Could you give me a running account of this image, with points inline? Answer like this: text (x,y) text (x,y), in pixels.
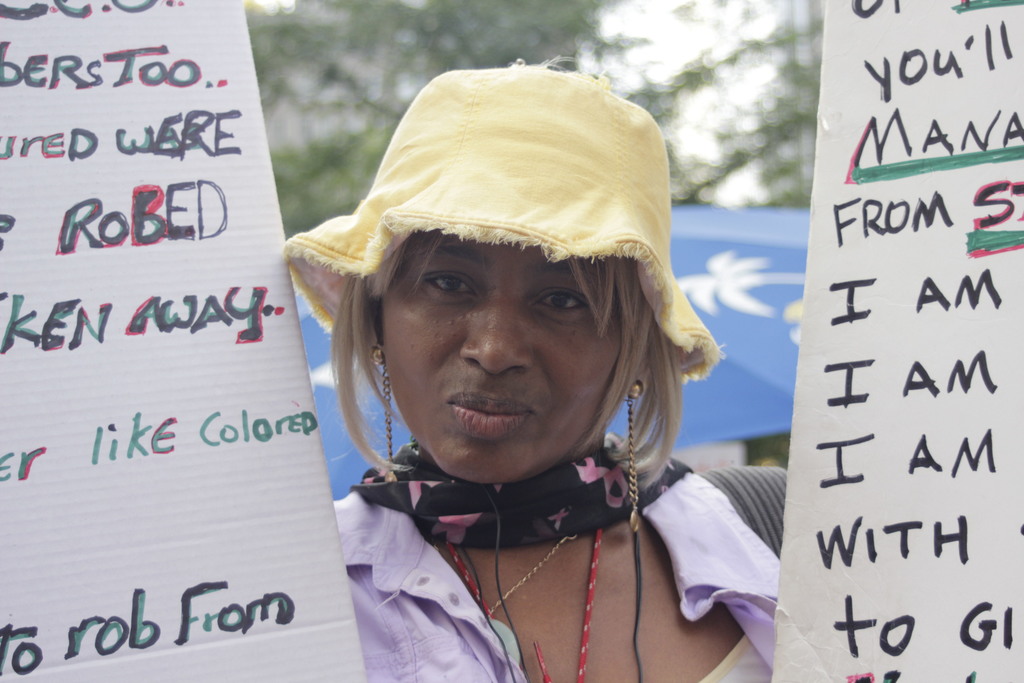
The woman (597,366) in front of the picture wearing a violet shirt (392,670) and black scarf (581,497) is standing. She is also wearing a yellow hat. On either side of the picture, we see white boards (849,481) or charts (881,519) with some text (844,523) written on it. Behind her, we see a blue color tent (745,320). There are trees (281,100) in the background (753,156). This picture is blurred in the background (715,150).
